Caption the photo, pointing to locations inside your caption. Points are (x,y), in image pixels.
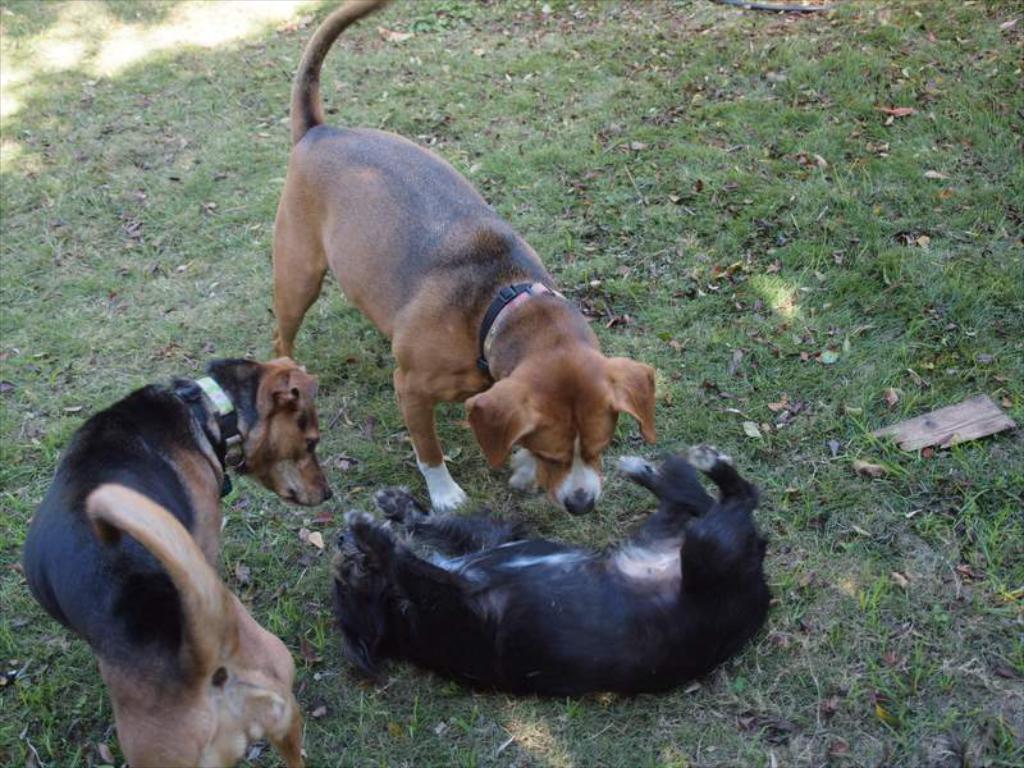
In the picture I can see three dogs (414,545) among them one is lying on the ground (413,482). These dogs (577,462) are wearing neck belts (483,326). I can also see the grass (789,258).
